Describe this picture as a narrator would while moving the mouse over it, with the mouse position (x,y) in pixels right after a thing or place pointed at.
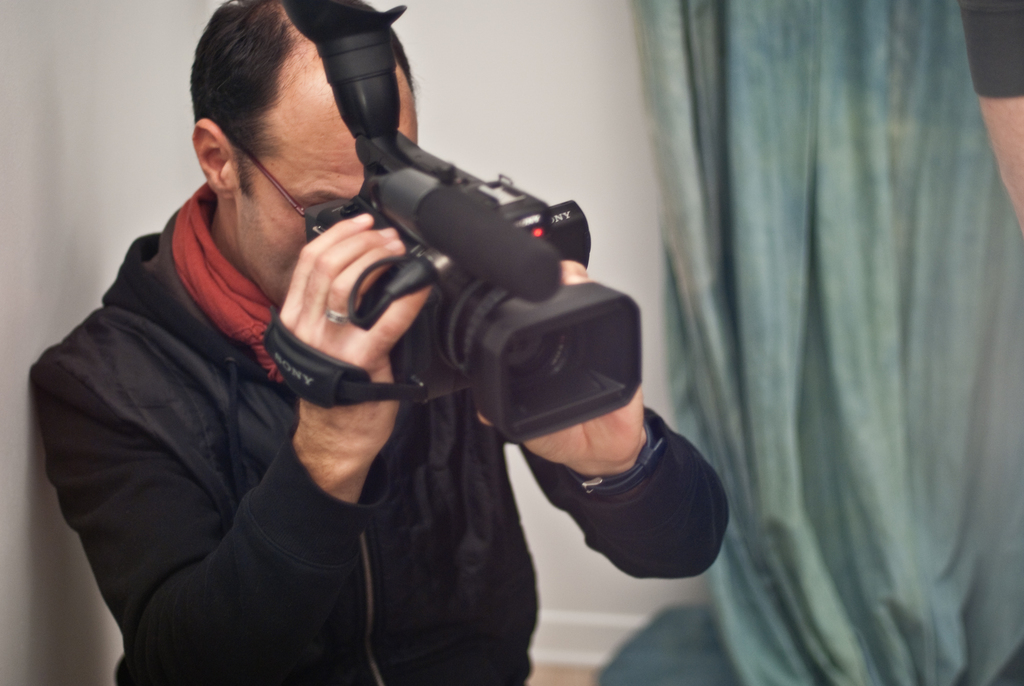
In this image, There is a person (196,105) wearing clothes (184,444) and holding a camera (499,219) with his hands (335,275). There is a wall (55,202) behind this person (172,279). This person (235,197) is taking a video with this camera (584,318). There is a curtain (809,148) on the right of the image (830,90).
